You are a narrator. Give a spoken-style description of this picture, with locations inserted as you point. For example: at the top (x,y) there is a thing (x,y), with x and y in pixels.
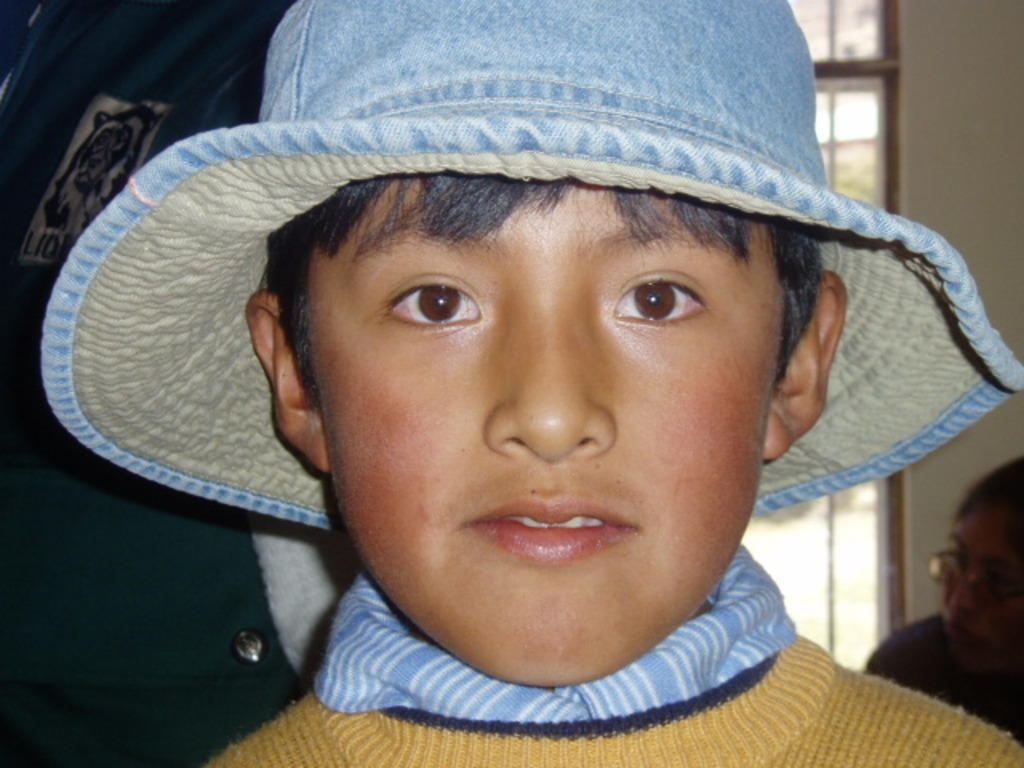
In this image, we can see the boy (622,646) is wearing a hat (299,21). Left side of the image (163,633), we can see some cloth (150,615). Right side of the image (985,678), we can see a woman (953,644) is wearing glasses (949,564). Background (972,192) there is a wall (971,177).
